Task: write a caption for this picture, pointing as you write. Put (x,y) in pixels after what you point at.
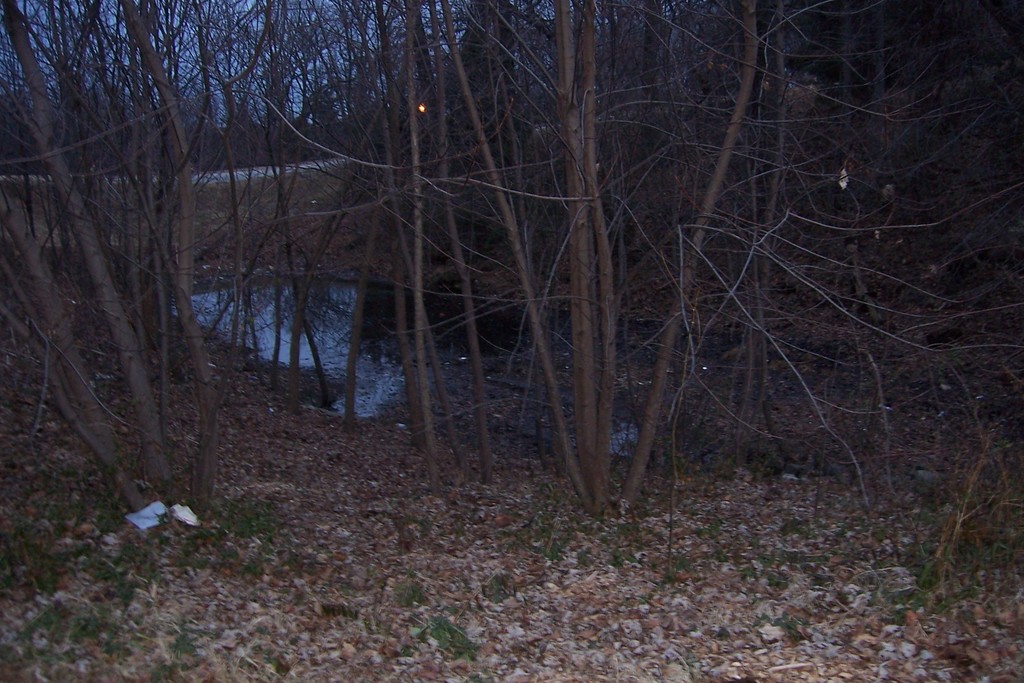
In this image we can see trees (474,350), grass (1008,500), rocks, there is a light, also we can see the lake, and the sky (308,66).
